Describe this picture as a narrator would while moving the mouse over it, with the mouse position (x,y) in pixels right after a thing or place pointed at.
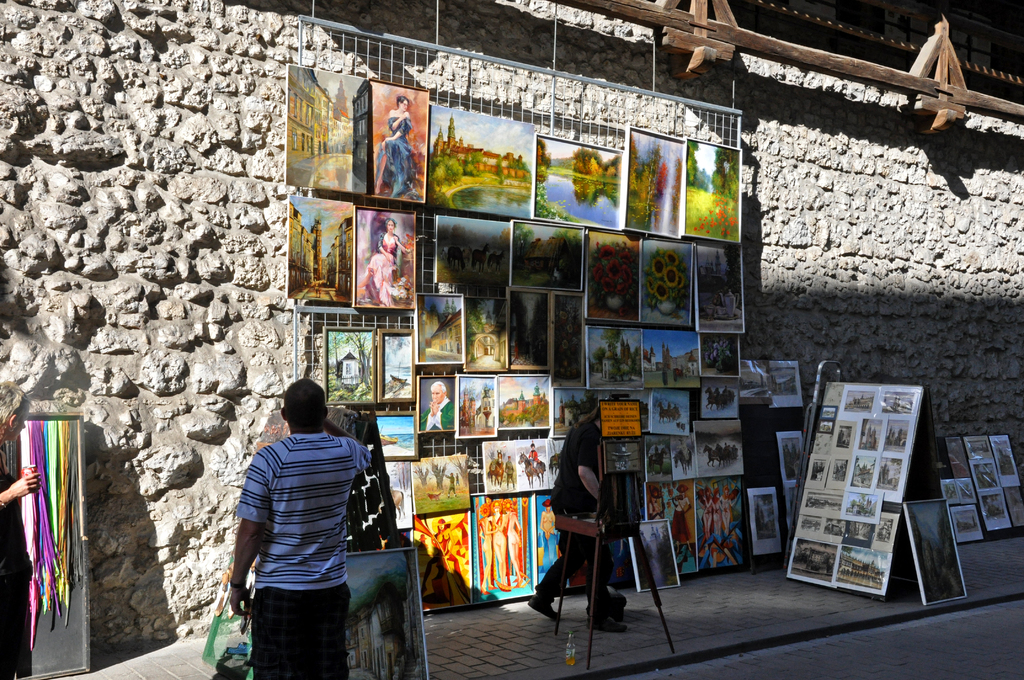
In this image we can see the paintings (500,306) and also photo frames (925,556). We can also see some threads (65,529) on the left (46,488) to the board (38,431). Image also consists of the stone wall (791,211), wooden rods (825,67) and also three people (22,492). We can also see the bottle (569,652) on the path (612,645). Road (940,642) is also visible in this image.
